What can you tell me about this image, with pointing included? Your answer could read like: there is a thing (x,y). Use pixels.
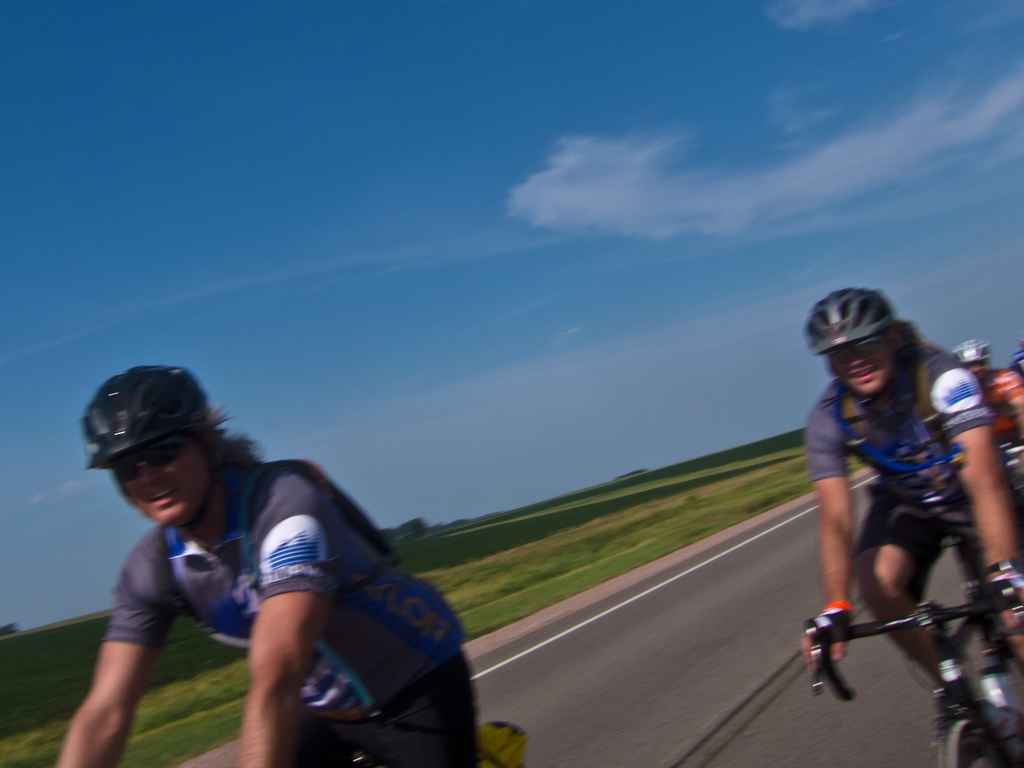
In this image we can see some people (249,459) riding bicycles (853,696) on the road (841,700). We can also see some plants (541,567) and the sky (565,444) which looks cloudy.
